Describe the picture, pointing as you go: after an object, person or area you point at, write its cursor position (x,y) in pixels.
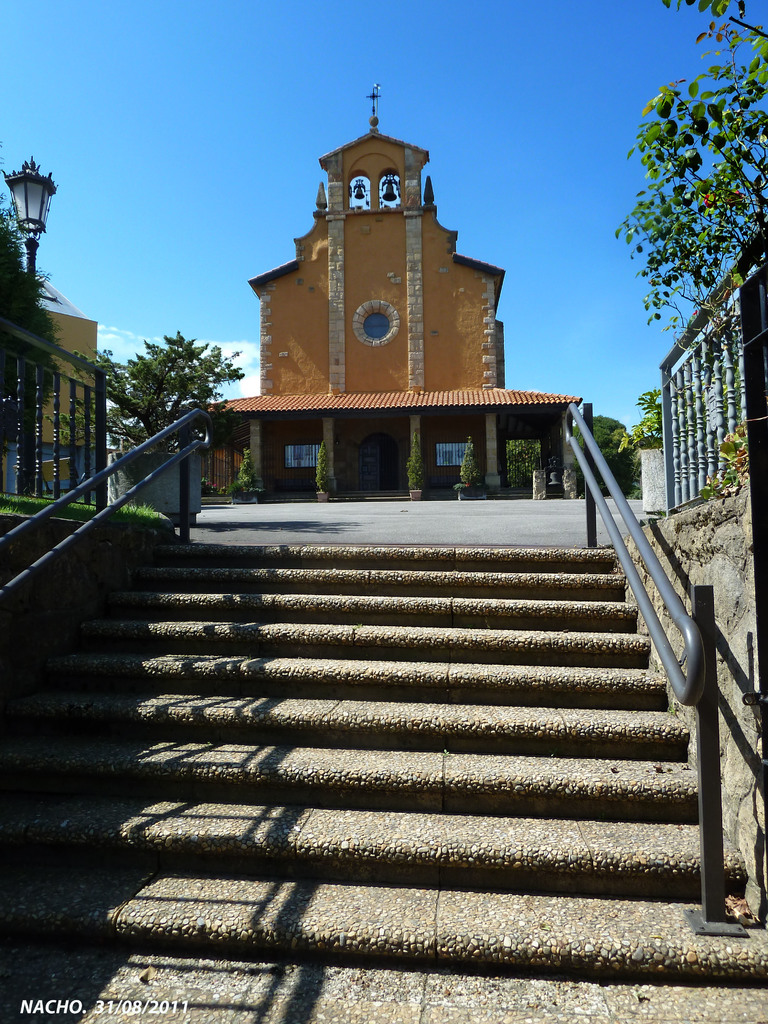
This image consists of a building (369,442). At the bottom (452,860), there are steps (324,593) along with railing (91,527). On the left (13,313) and right, there are trees (7,290). At the top (126,274), there is sky (126,274).
